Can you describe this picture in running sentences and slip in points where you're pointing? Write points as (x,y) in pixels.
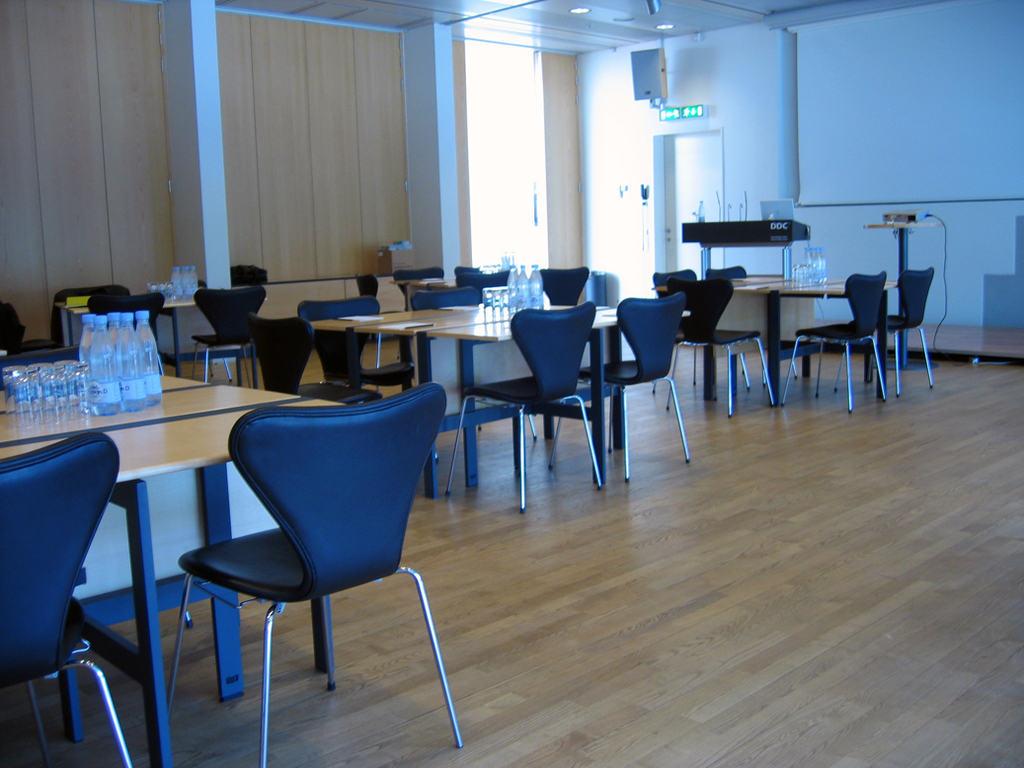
In this picture I can see the tables (169,299) and chairs (850,283). On the table (236,401) I can see the water bottles (95,371). At the top (652,59) there is a speaker (651,76) near to the exit door (683,141). Beside that there is a window (478,140). In the top right corner (948,105) there is a projector screen (974,166) which is placed near to the wall (996,242).
